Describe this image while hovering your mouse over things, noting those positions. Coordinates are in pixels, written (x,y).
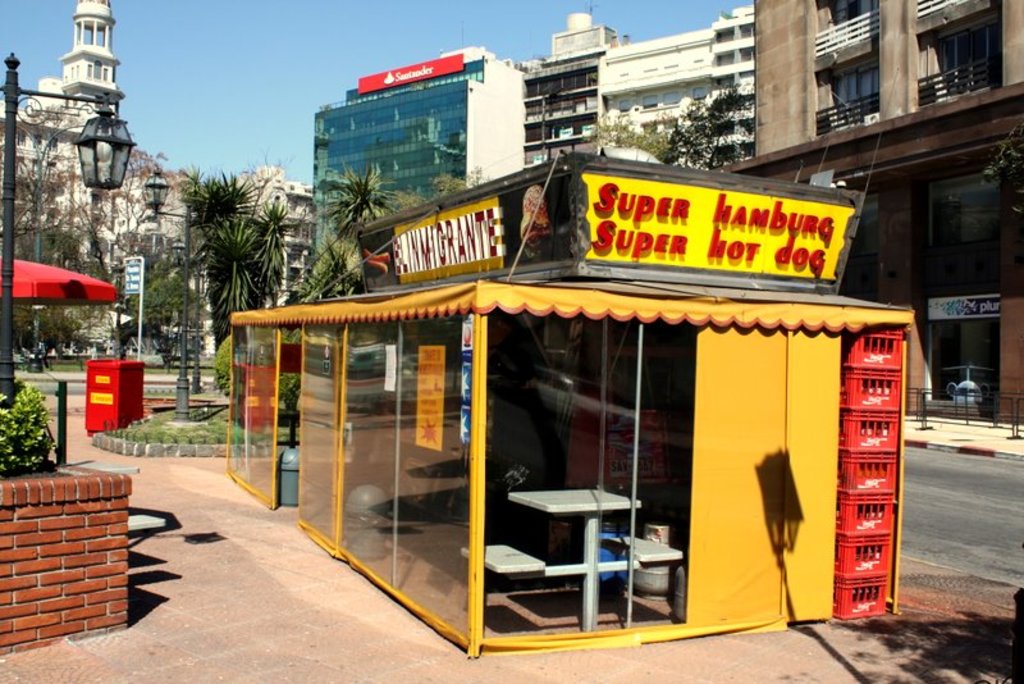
In this picture we can see so many building (1007,88) beside, trees (104,305) the road (958,484), and a snack stand (459,452) is placed.
